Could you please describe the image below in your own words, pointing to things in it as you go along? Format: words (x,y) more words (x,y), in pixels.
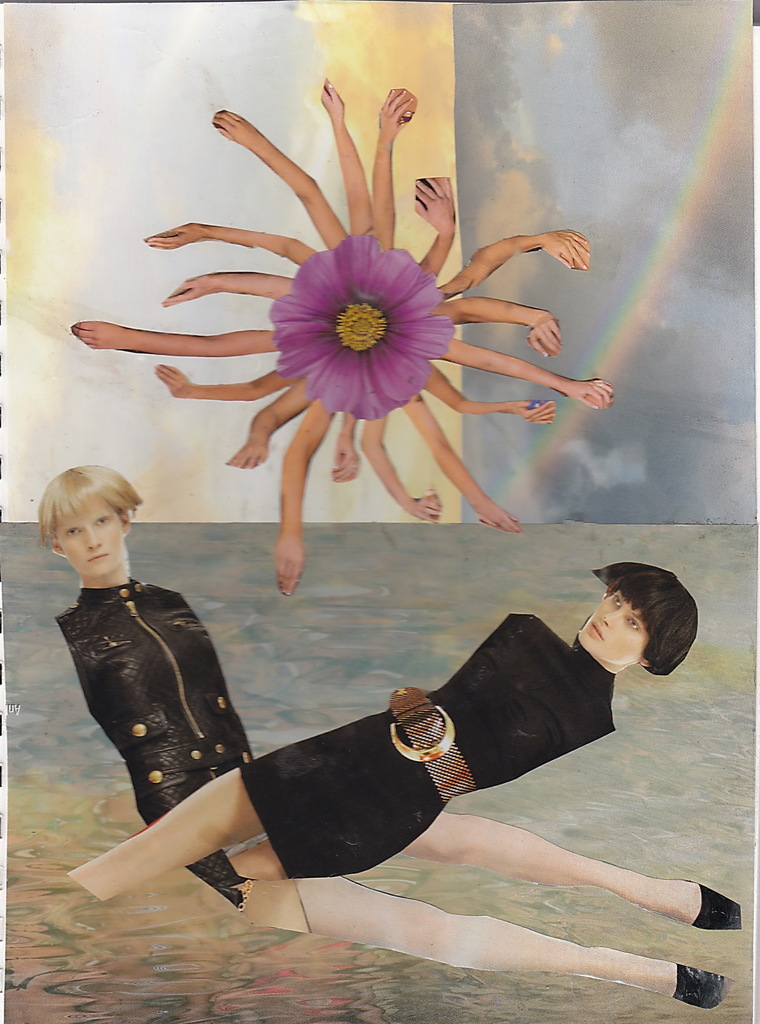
This is an edited image. There are two cuttings (296,753) of persons (289,749) in the image. Here there are many hands (290,551) around a purple flower (343,310). This is the background (301,73). These all are made up of paper cuttings (207,348).
